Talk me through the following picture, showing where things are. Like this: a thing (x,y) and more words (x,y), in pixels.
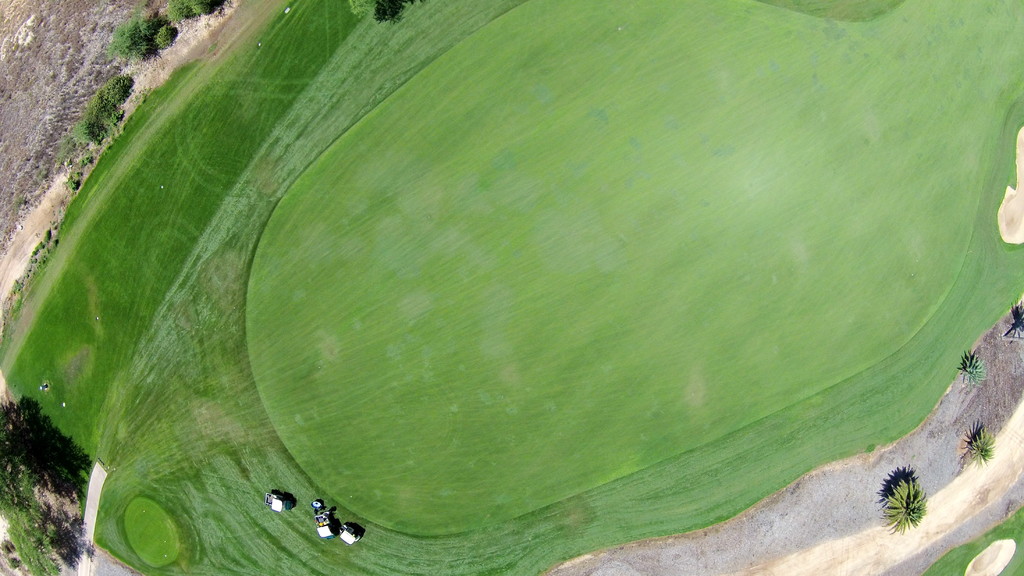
In this picture I see the ground (198,203) on which I see few things (276,498) on the bottom left of this image (280,514) and I see number of trees (153,31).
